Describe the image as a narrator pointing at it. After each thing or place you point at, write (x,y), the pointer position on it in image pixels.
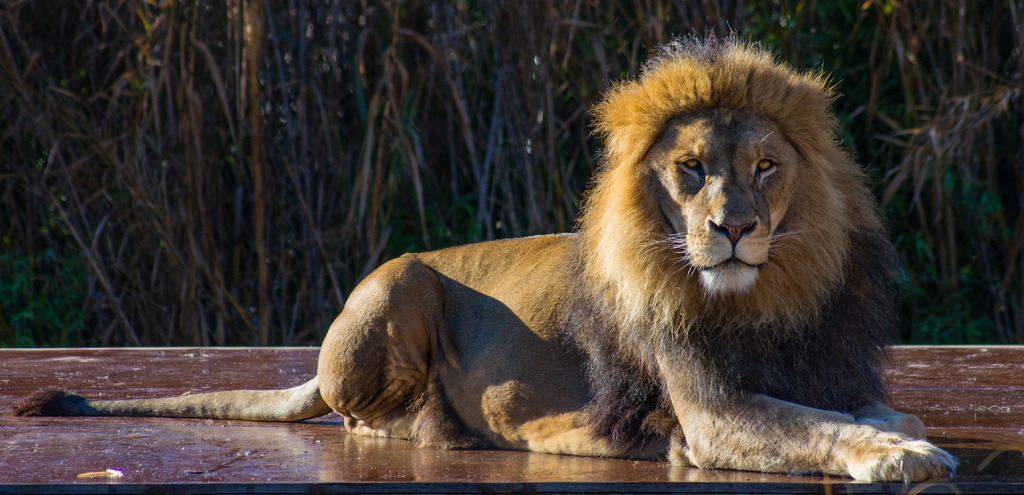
There is a lion (567,331) sitting on the ground (295,428). In the background (348,127) there are trees (350,80).
